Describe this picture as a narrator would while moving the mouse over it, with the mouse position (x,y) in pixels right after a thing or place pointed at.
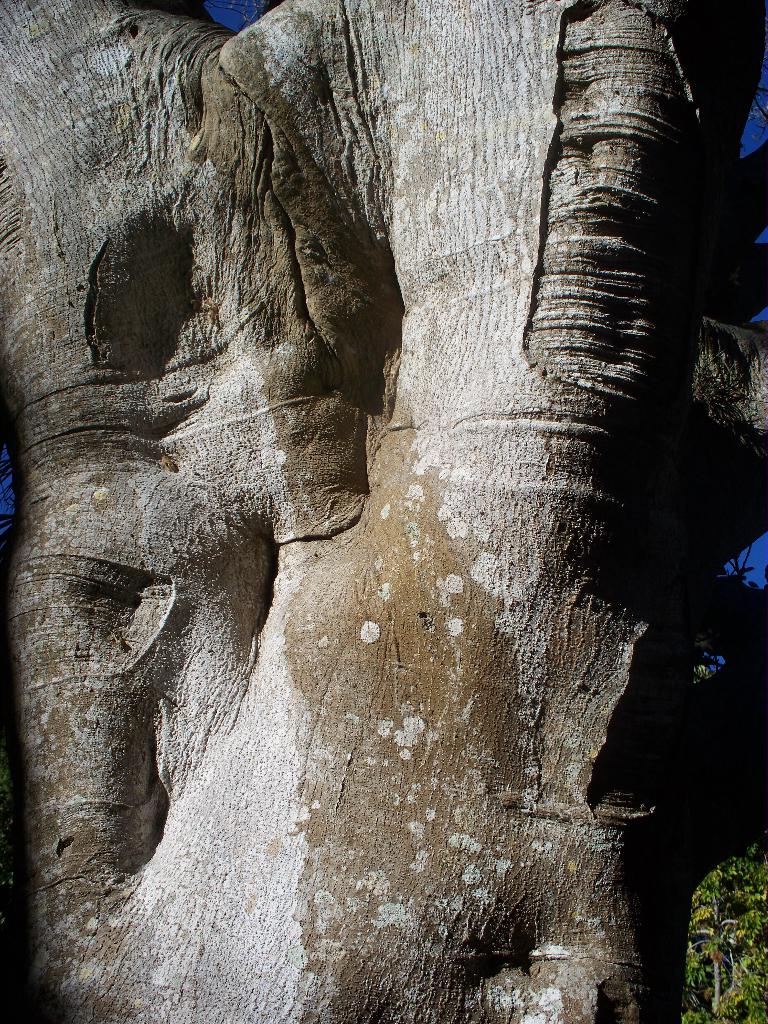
It is the trunk (299,448) of a tree (441,698).
